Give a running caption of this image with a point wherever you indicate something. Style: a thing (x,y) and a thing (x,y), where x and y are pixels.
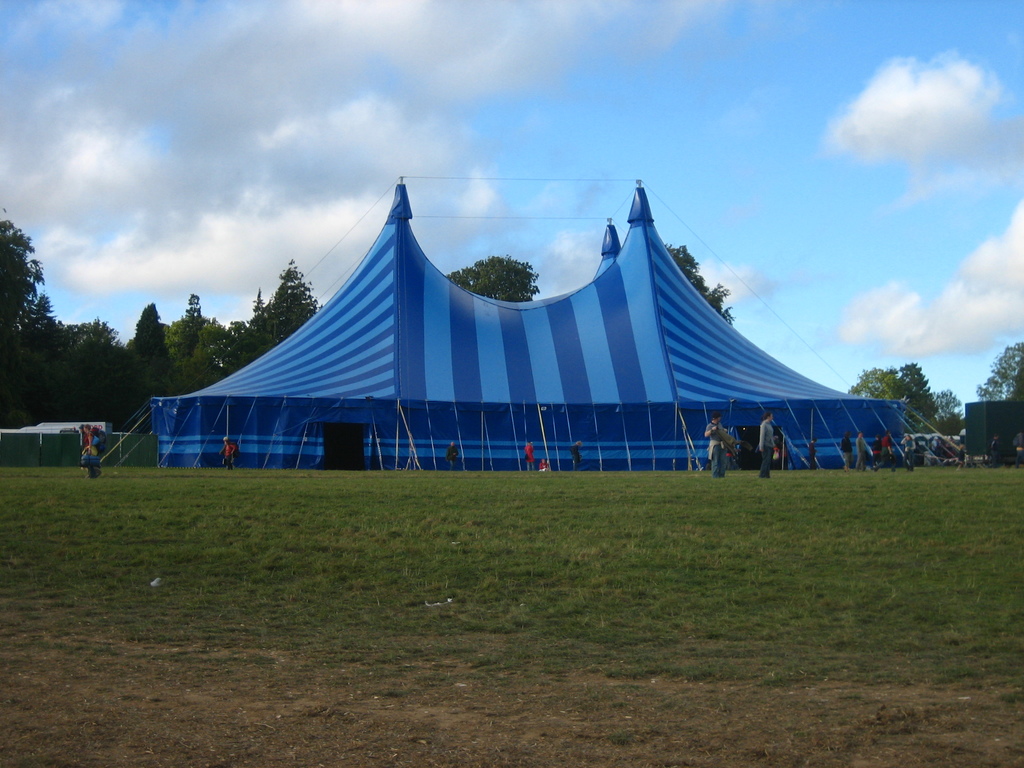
In this image I can see an open grass ground (399,482) and on it I can see a blue colour tent (316,338) and number of people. I can also see few other things (935,455) on the ground (152,493). In the background (87,388) can see number of trees (484,283), clouds (328,6) and the sky (455,90).
